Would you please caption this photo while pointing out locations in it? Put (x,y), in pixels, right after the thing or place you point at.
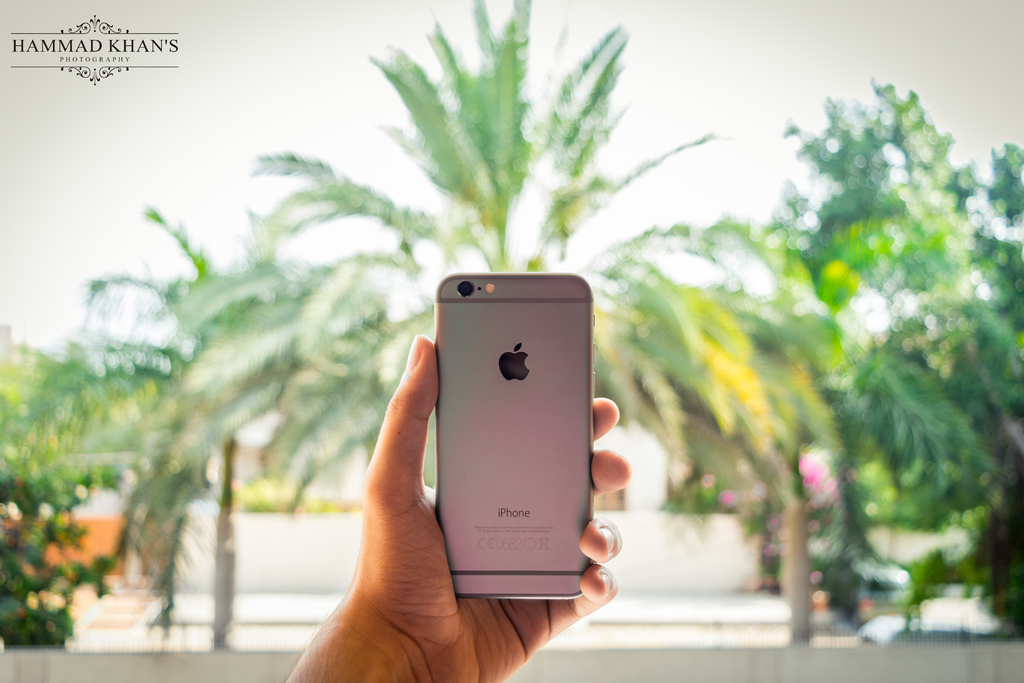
In this image there is a person hand (497,616) holding a mobile (442,371). Behind it there are few trees (991,305) and plants (42,571). Top of image (324,111) there is sky (152,129). Left top there is watermark (101,54).
